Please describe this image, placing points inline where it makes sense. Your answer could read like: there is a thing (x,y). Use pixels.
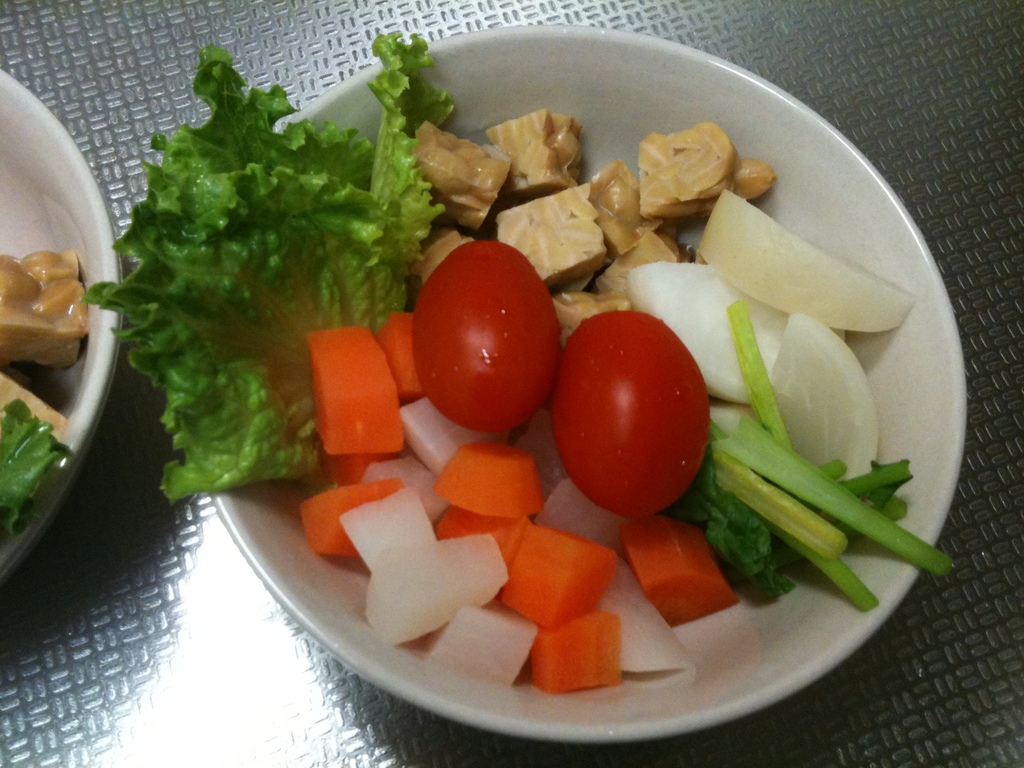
In this image I can see two bowls (302,363) in which diced vegetables (558,517) and whole vegetables (542,309) are there may be kept on the table (941,11). This image is taken may be in a room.
